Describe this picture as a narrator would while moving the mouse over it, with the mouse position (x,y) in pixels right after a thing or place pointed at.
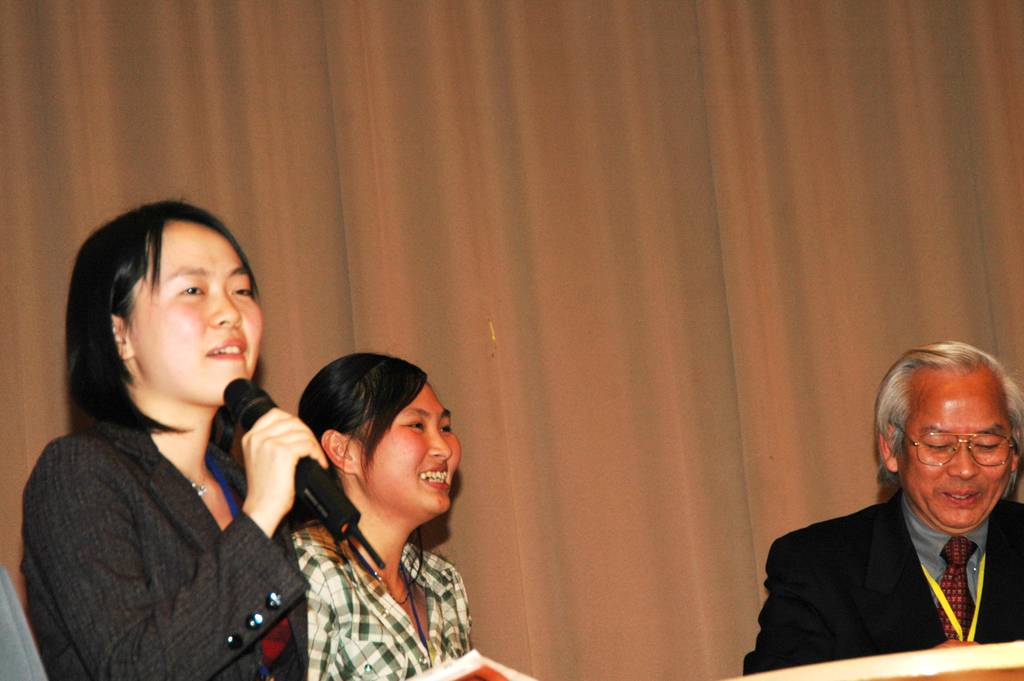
In this image I can see there are three people (326,455) among them two are women (377,480), one is a man (829,558). The person (246,482) on the left side (90,485) is holding a microphone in her hand (253,447) and speaking. Beside her a women (407,494) and men (950,513) are smiling.
